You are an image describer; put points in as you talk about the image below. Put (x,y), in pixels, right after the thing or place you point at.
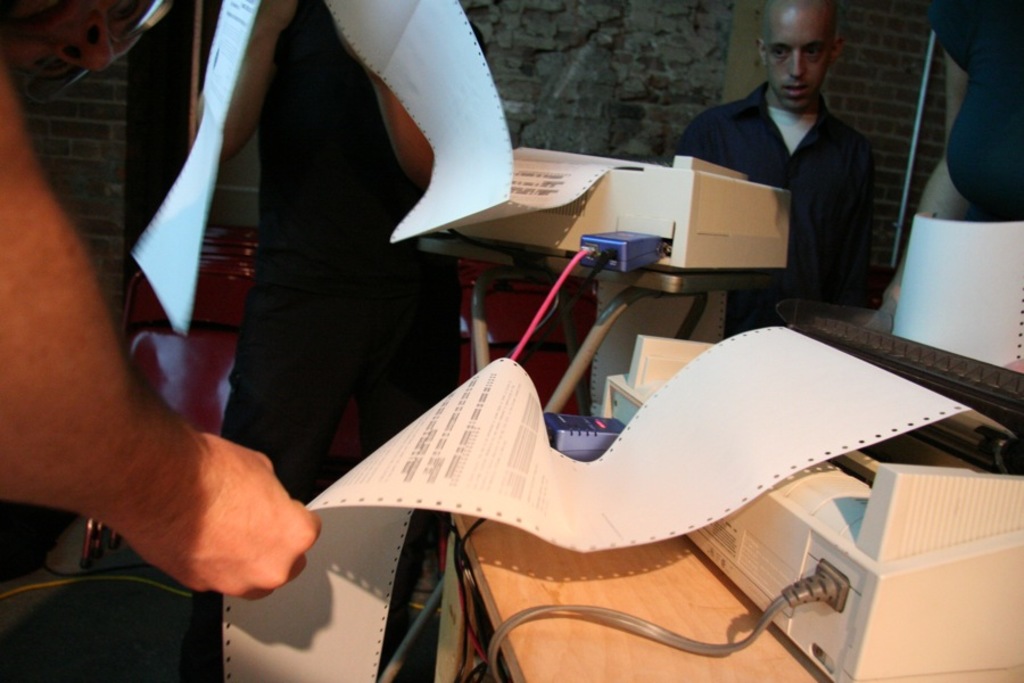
In this picture we can see a person (125,440) holding a paper (415,453) which is visible in the machine (973,405). This machine (973,405) and a few wires (463,561) are visible on the table (480,566). We can see a man (821,62), pole (928,54) and a brick wall (848,78) is visible in the background (855,95).
